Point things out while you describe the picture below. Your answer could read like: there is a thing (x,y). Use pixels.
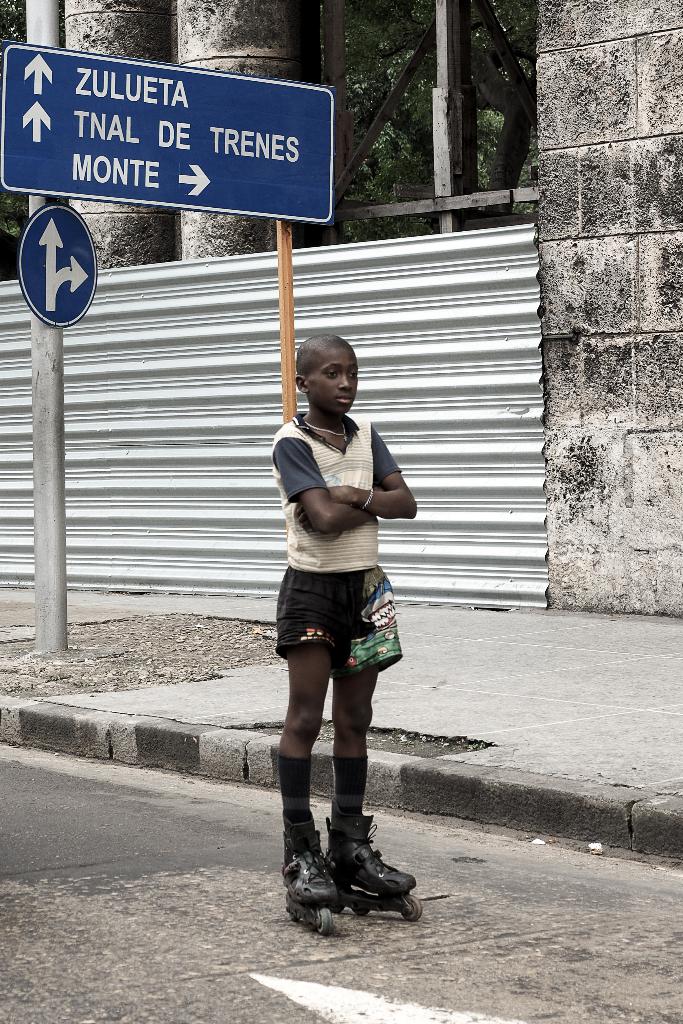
In this image I can see a person (351,662) wearing skating shoe (356,906) is standing on the road (317,812). I can see the sidewalk (523,677), a pole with two boards (72,183) to it, the wall (661,432) and few trees (384,94) in the background (420,68).
